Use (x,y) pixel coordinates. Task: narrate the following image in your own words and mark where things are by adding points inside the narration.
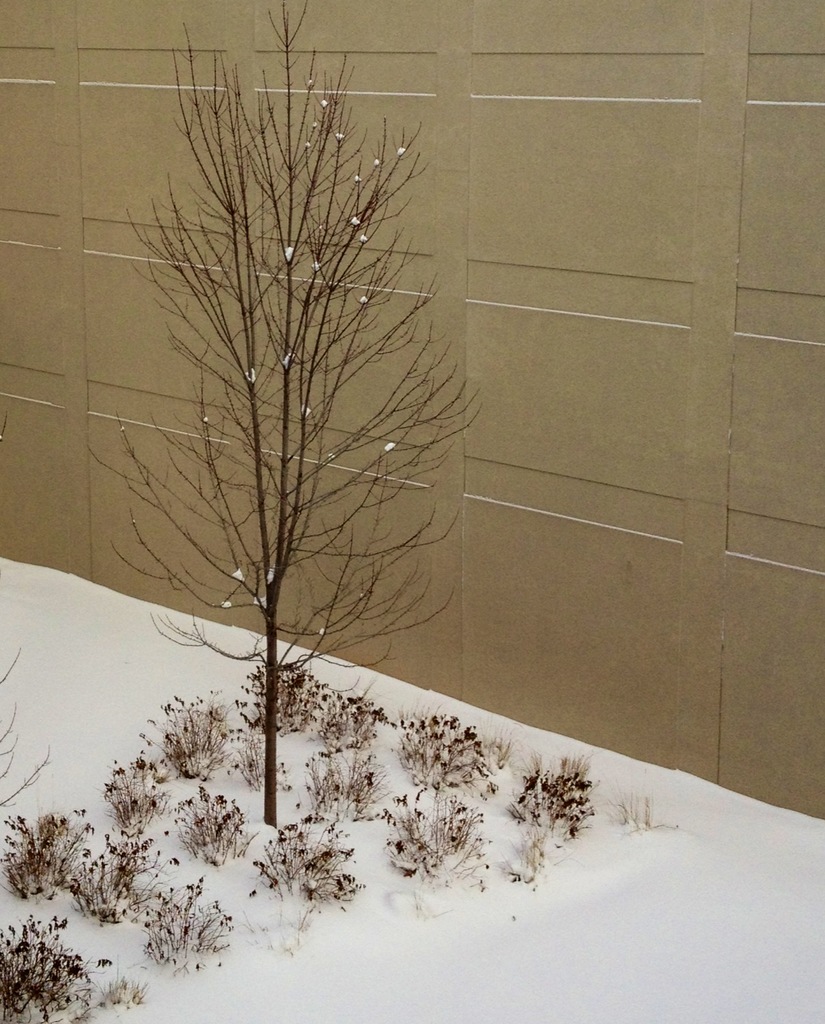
In this image we can see one big wall (292,489), one tree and some plants (139,777) on the surface (564,858) and snow (407,940) on the surface (316,670).
